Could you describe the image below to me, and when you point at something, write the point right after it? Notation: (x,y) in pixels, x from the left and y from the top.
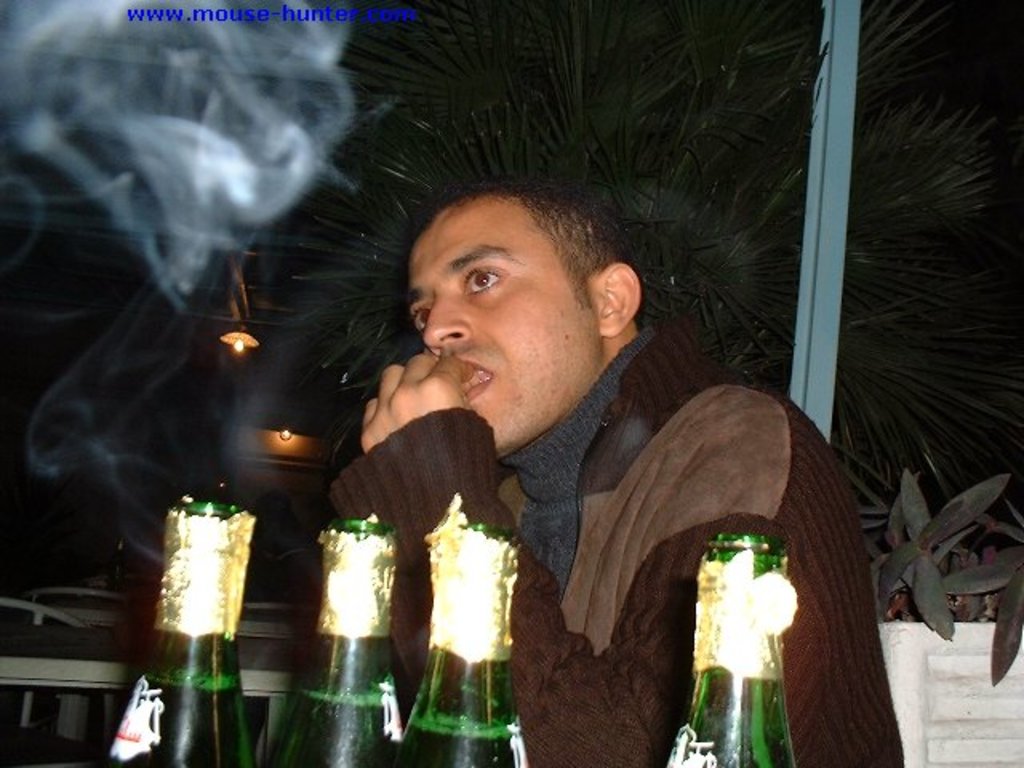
There is a man (368,493) in the image and there are four bottles (730,631) on the tables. At the back (84,673) there are tables (27,663) and chairs (63,622). At the top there are lights (228,338) and there is a tree (864,102) behind the man (770,388).
